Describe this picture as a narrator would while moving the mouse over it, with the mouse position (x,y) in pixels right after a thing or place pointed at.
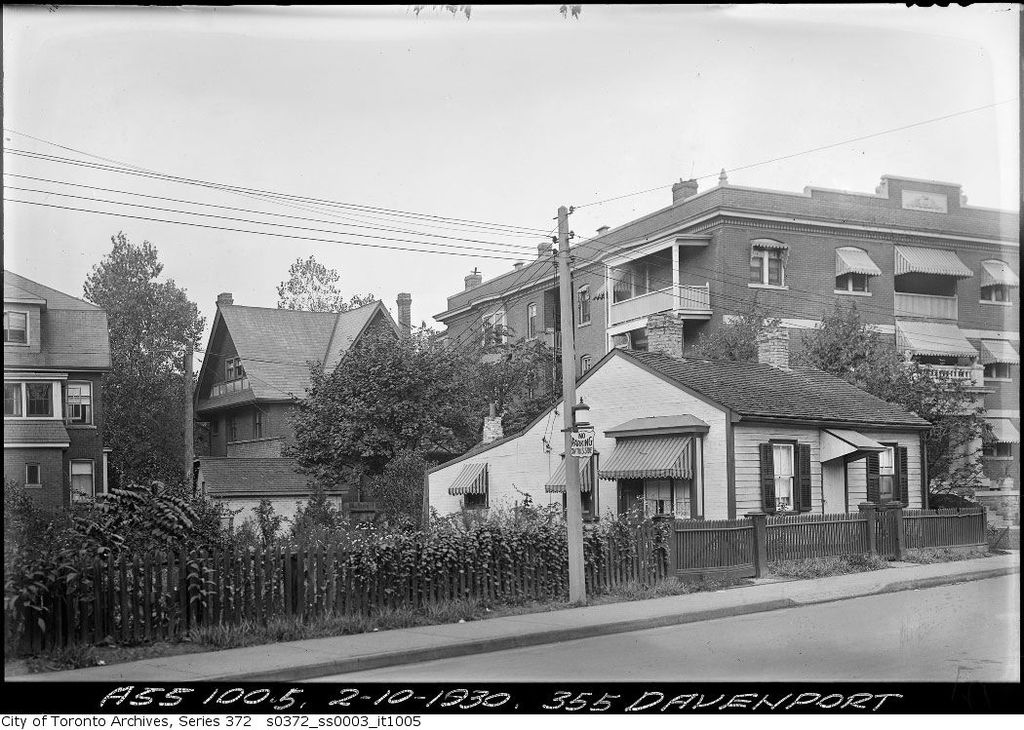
In this black and white image, we can see a pole (574,417) in front of the fencing (557,568). There are buildings (258,342), trees (114,334) and plants (315,514) in the middle of the image (388,315). There is a road (616,663) and some text (559,695) at the bottom of the image (358,702). There is a sky (546,181) at the top of the image (498,96).
